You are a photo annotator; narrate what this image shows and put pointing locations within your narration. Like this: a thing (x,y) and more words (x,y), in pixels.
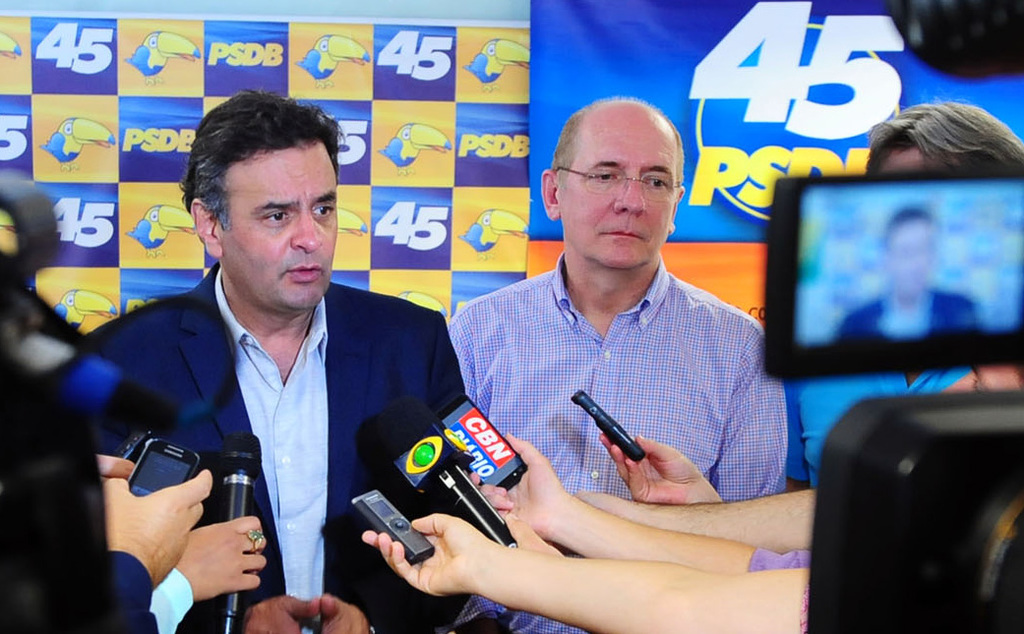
In the picture I can see people (266,314) are standing among them some are holding microphones (487,529) and some other objects (482,479). In the background (426,263) I can see banners (448,124).
